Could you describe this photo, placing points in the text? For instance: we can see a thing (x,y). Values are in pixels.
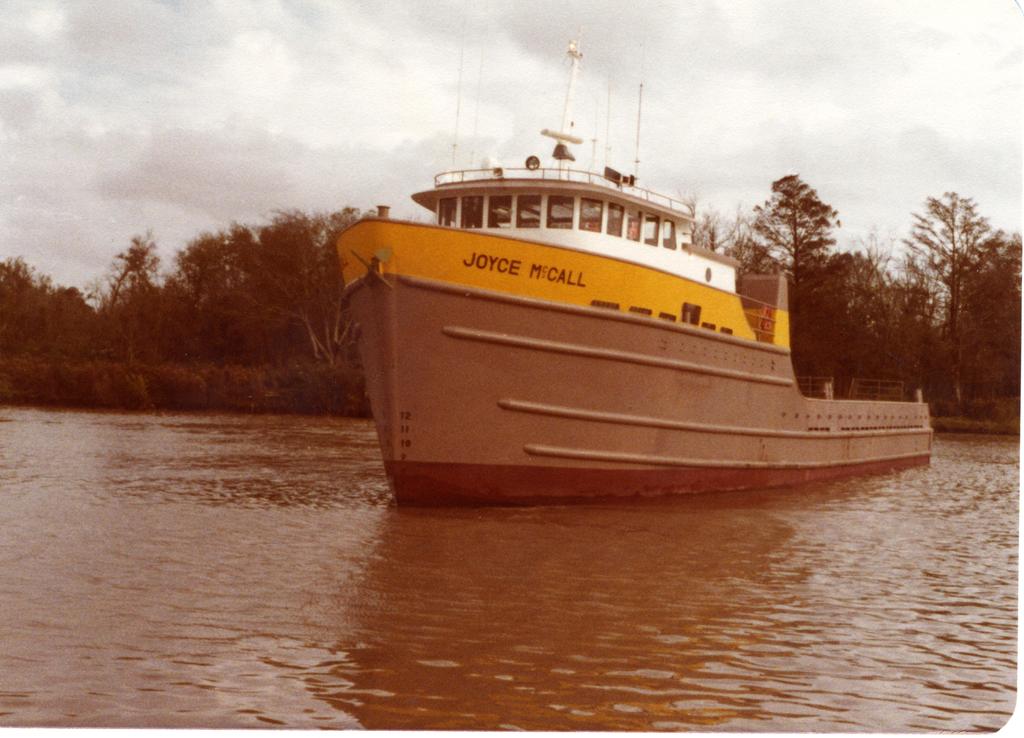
In this image in the water body (206,546) there is a ship (536,296). In the background (918,314) there are trees (897,318). The sky (727,81) is cloudy.
